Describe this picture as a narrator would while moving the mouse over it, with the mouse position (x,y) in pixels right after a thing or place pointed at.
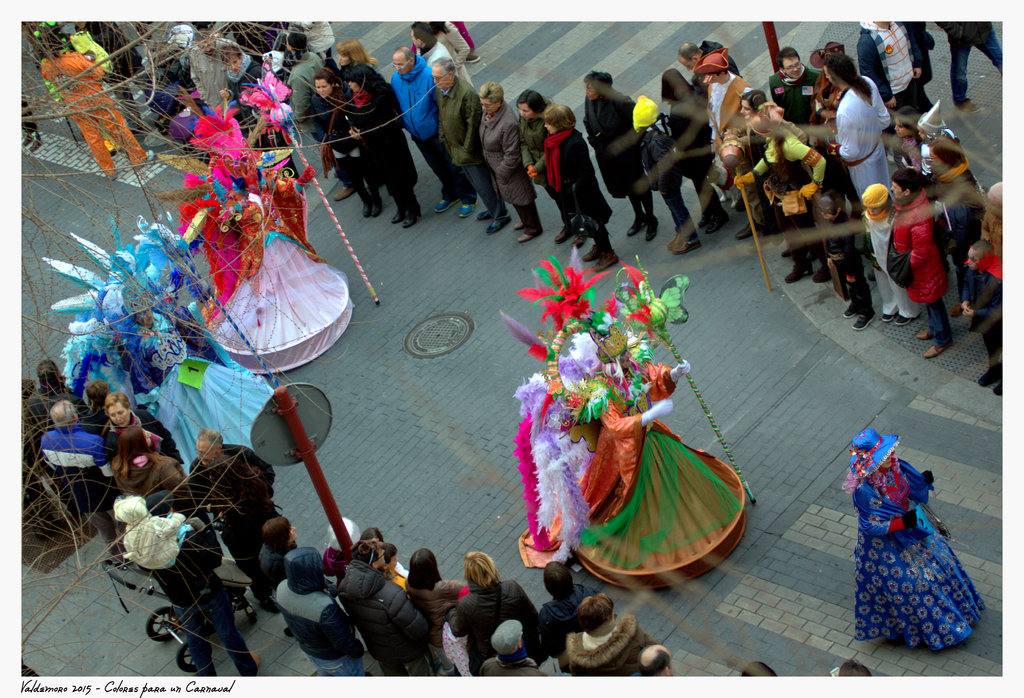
This is an outside view. Here I can see a few people (243,326) wearing costumes (612,424) and walking on the road (494,460). On both sides of the road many people (331,582) are standing and looking at the people (605,471) who are wearing costumes (280,320).
